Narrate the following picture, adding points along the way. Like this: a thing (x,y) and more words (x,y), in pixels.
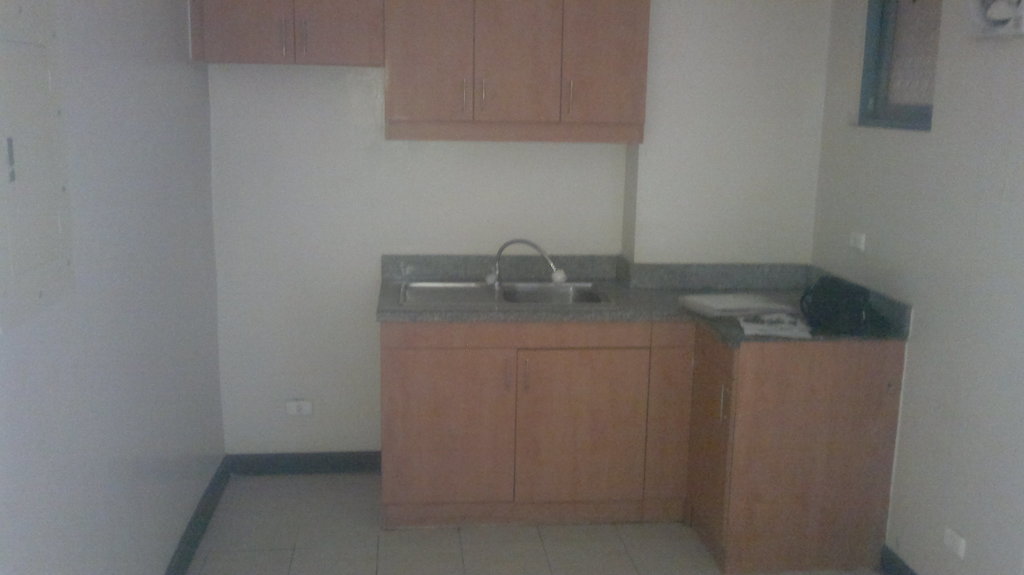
In this image I can see a sink (479,282) and a tap (560,274) attached to it. Background (576,21) I can see few cupboards (363,3) in brown color and the wall (201,195) is in cream color.
